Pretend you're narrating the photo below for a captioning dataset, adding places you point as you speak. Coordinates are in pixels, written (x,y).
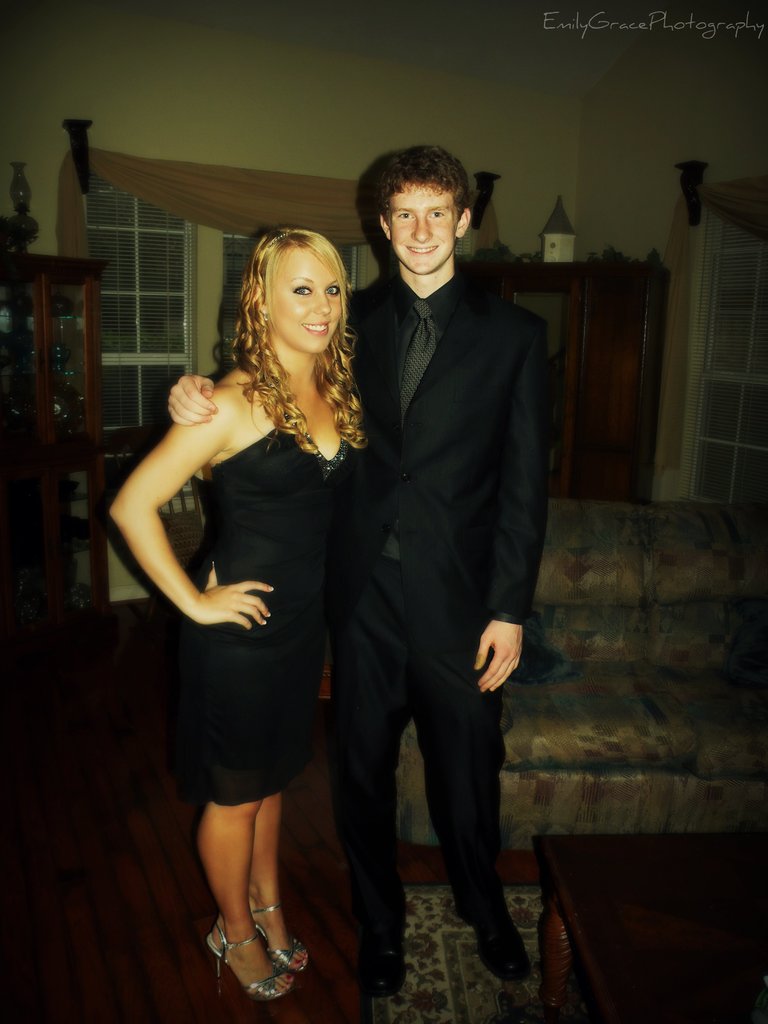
In the center of the image (432,513) we can see man (517,323) and woman (258,575) standing on the floor (288,885). In the background (537,664) we can see sofa (633,653), cupboard (574,289), window (193,253), curtain (242,181) and wall (405,100).
